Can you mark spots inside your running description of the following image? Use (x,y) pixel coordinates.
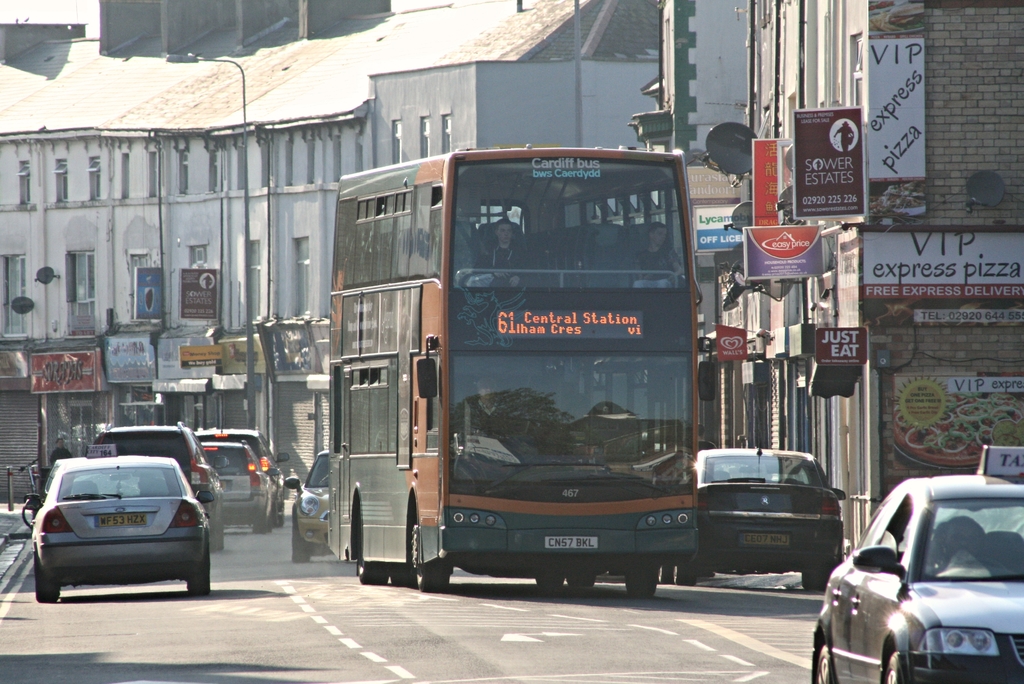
At the bottom of the image (309,578) there is a road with cars (970,616) and a bus (497,279). Behind them there are buildings (307,168) with walls (5,183), windows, dish (735,145) and roofs (228,94). And also there are posters (919,145) and banners (917,263) to the walls (689,130). There is a pole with streetlight (242,85).
